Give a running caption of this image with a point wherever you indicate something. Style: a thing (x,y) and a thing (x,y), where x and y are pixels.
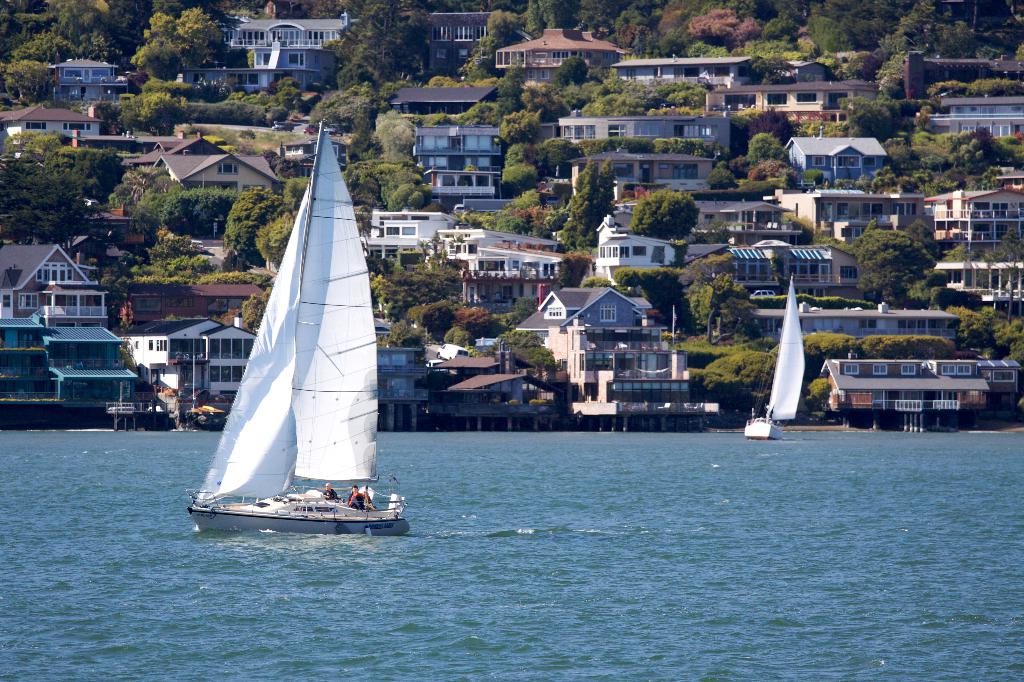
In this image there are two ships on the river (762,505). In the background (424,95) there are buildings (1017,107) and trees (262,224).
